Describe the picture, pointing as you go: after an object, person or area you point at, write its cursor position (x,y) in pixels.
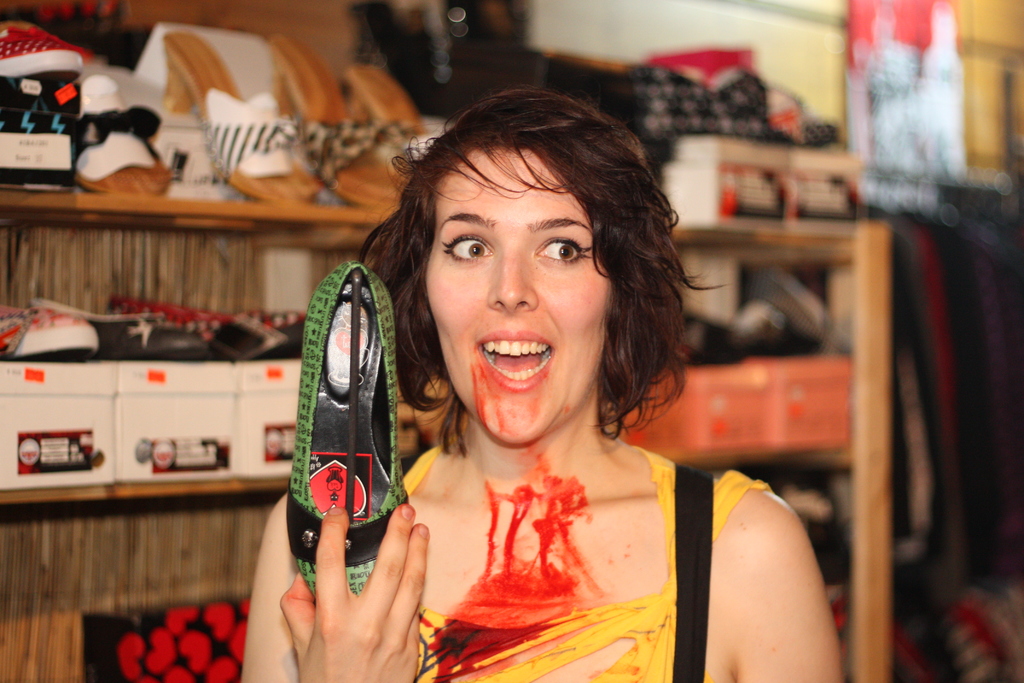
In this image we can see a person (648,562) and an object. In the background of the image (703,176) there are some shoes (175,330), sandals (289,48), shelves (92,507) and other objects (207,452).
